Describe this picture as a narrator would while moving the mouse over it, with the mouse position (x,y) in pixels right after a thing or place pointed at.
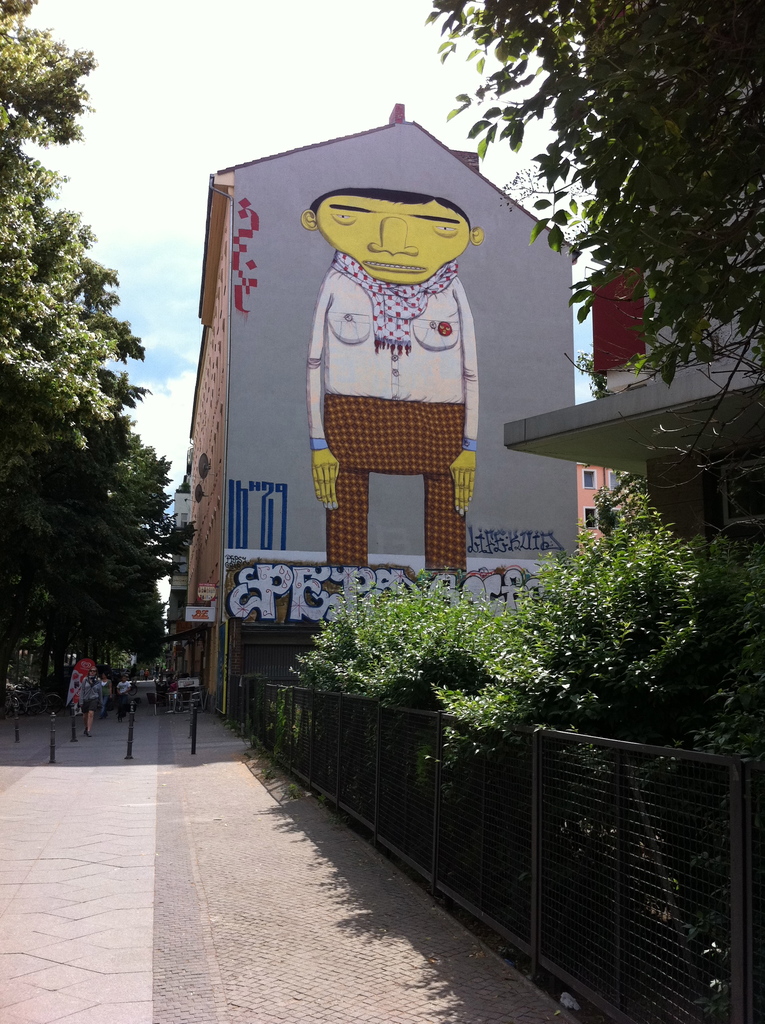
On the right side of the picture (615,642) there are plants (607,544), trees (744,331), buildings (694,506) and painting (385,222). On the left side (62,805) there is pavement (115,722), on the pavement (17,855) there are people (123,695) and vehicles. At the top left (50,306) there are trees (49,267). In the center of the background (386,211) there is a building (309,438), on the building (380,419) there is a person's painting (360,430). It is sunny.
